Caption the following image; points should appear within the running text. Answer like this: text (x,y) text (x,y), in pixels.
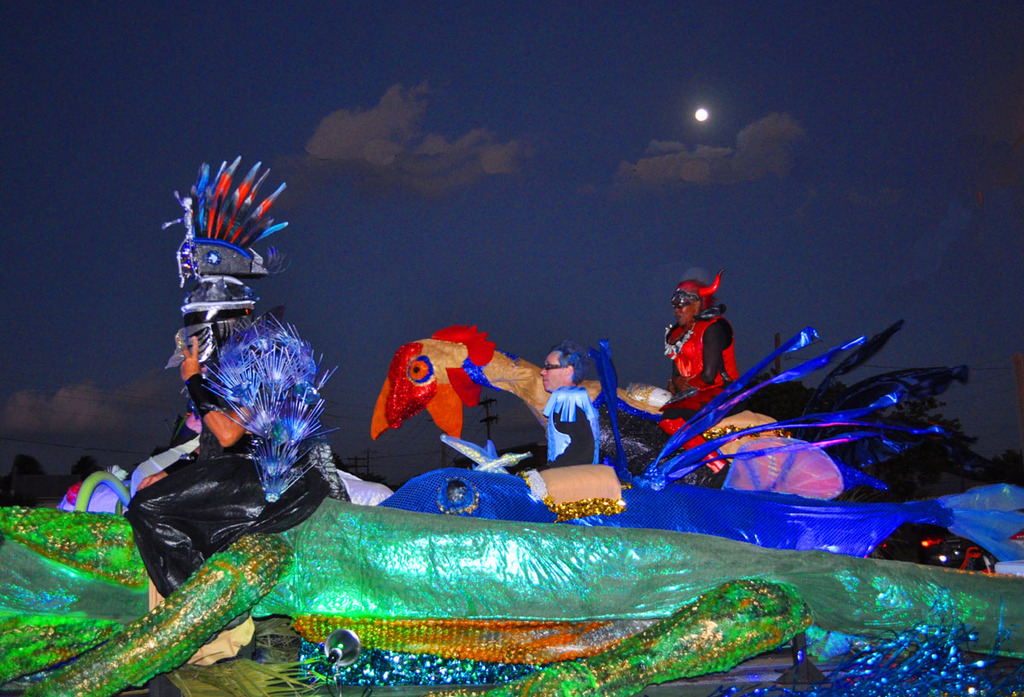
In this image we can see some persons (690,442) who are wearing costumes (294,521) sitting on some different colors of things (86,544) and in the background of the image (614,165) there is sky (686,150), clouds (738,140) and moon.
